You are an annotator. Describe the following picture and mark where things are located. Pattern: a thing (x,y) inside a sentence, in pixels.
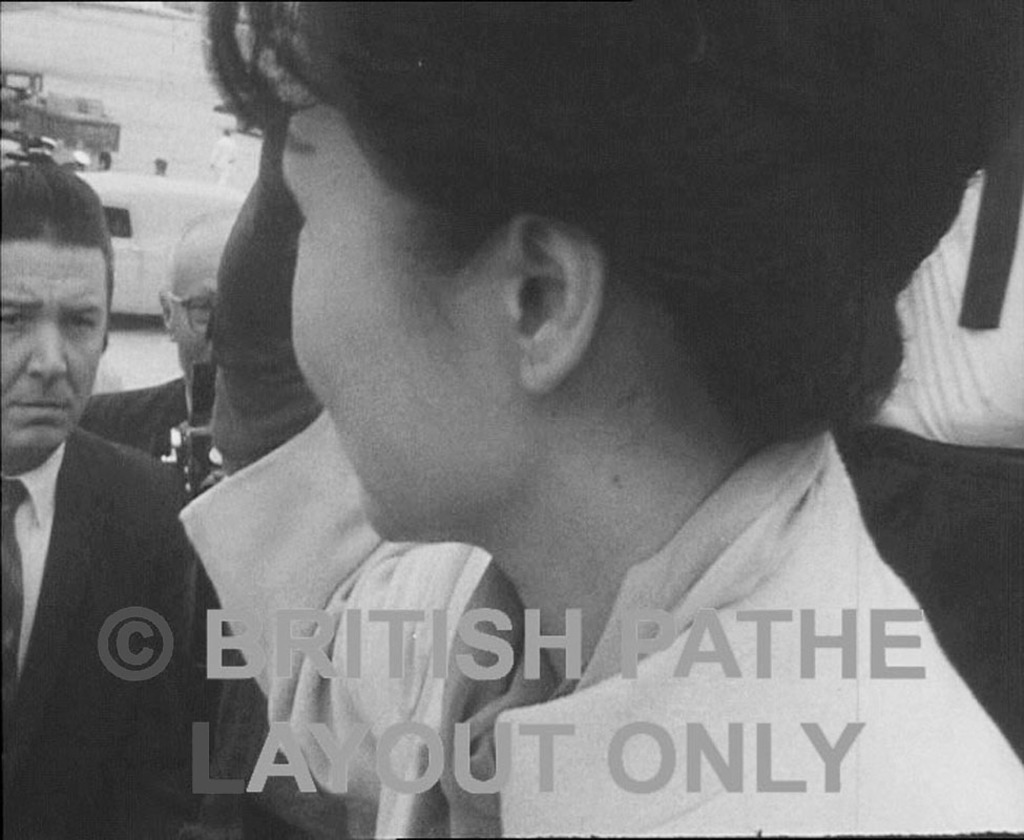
In this image in the front (618,296) there is a woman (527,304). In the background (26,366) there are persons (179,309) and there are vehicles (161,206).
